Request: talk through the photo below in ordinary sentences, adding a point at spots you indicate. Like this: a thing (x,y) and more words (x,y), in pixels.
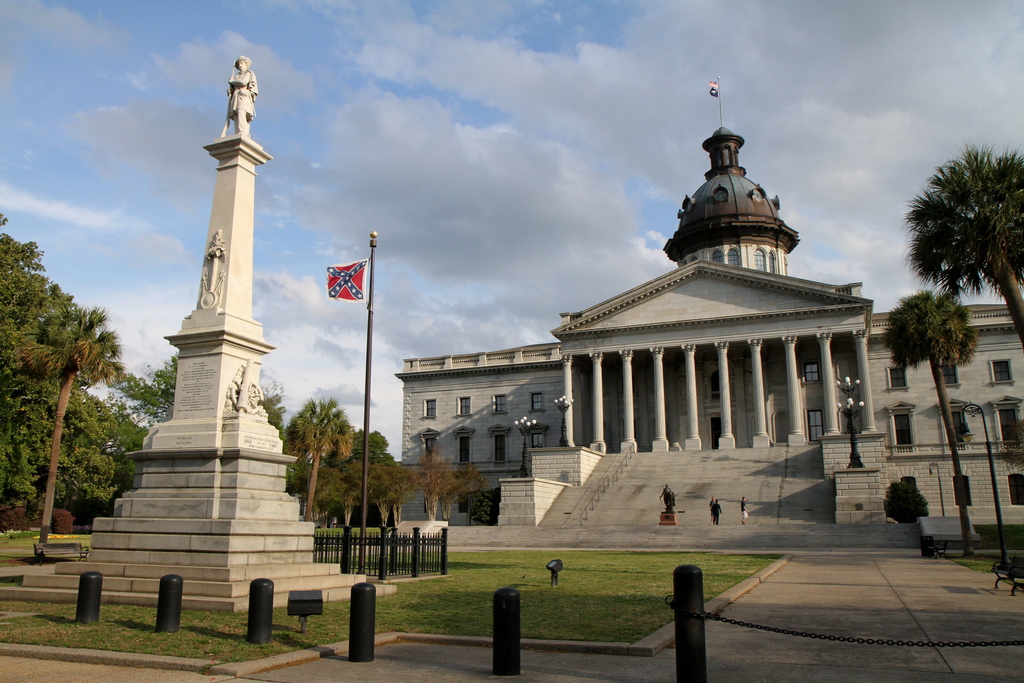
In this image we can see a tower (188,358) on which there is statue (239,130), there is flag (361,292) and at the background of the image (573,380) there is building (698,414), some trees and some persons (745,498) walking and at the top of the image (490,138) there is cloudy sky (528,149).
